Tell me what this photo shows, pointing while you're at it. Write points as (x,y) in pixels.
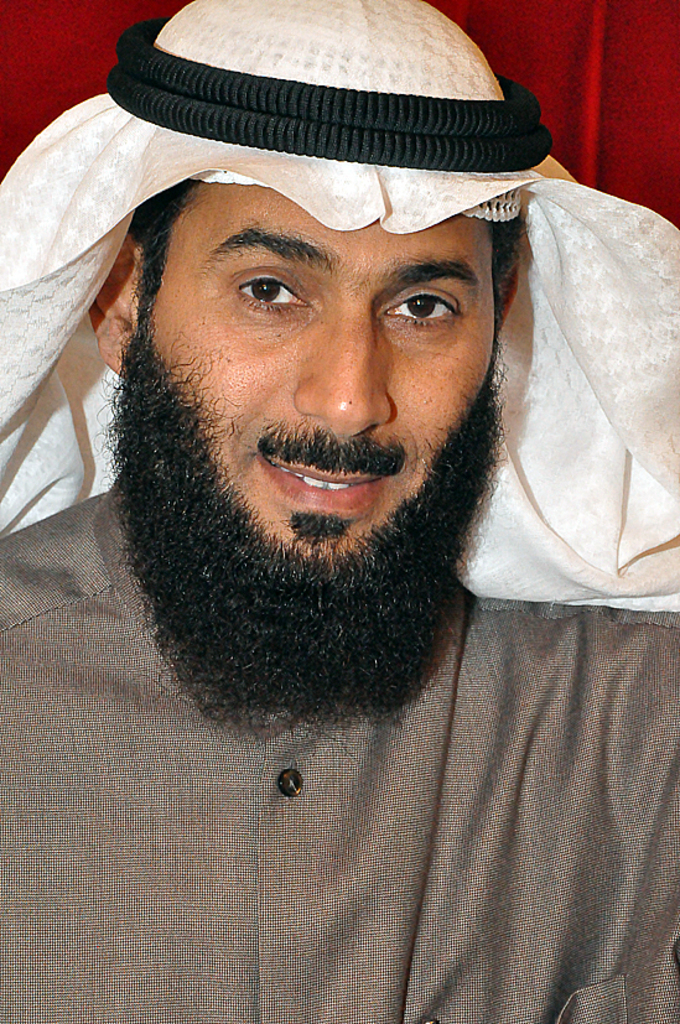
In the foreground of this picture (454,676), there is a man (410,877) with beard (264,607) and having smile on his face (354,427) and he is also wearing a turban (353,142) on his head (412,263). In the background (559,35), there is a red curtain (537,52).
